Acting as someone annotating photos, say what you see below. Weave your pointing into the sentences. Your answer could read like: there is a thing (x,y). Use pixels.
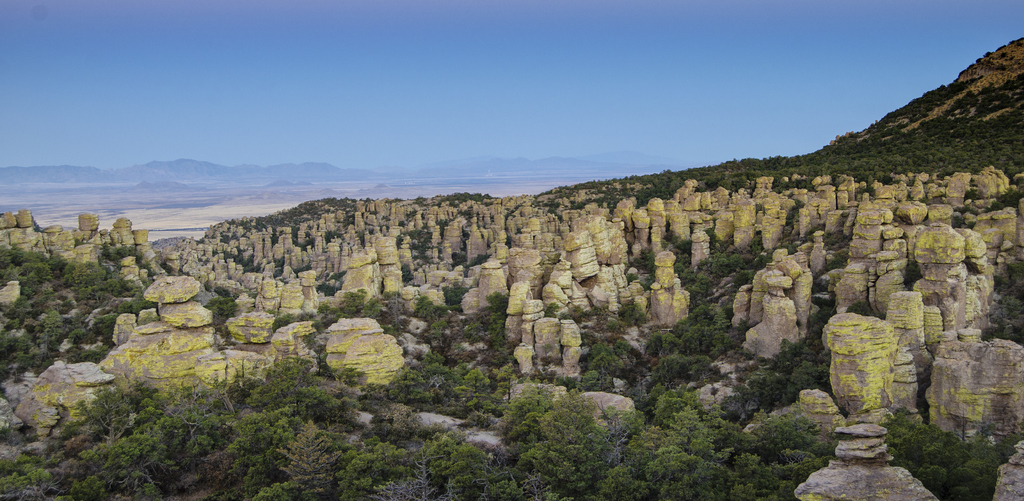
In this image I can see number of stones (567,346) and number of trees (814,471). In the background (168,185) I can see mountains (4,171) and the sky (353,114).
